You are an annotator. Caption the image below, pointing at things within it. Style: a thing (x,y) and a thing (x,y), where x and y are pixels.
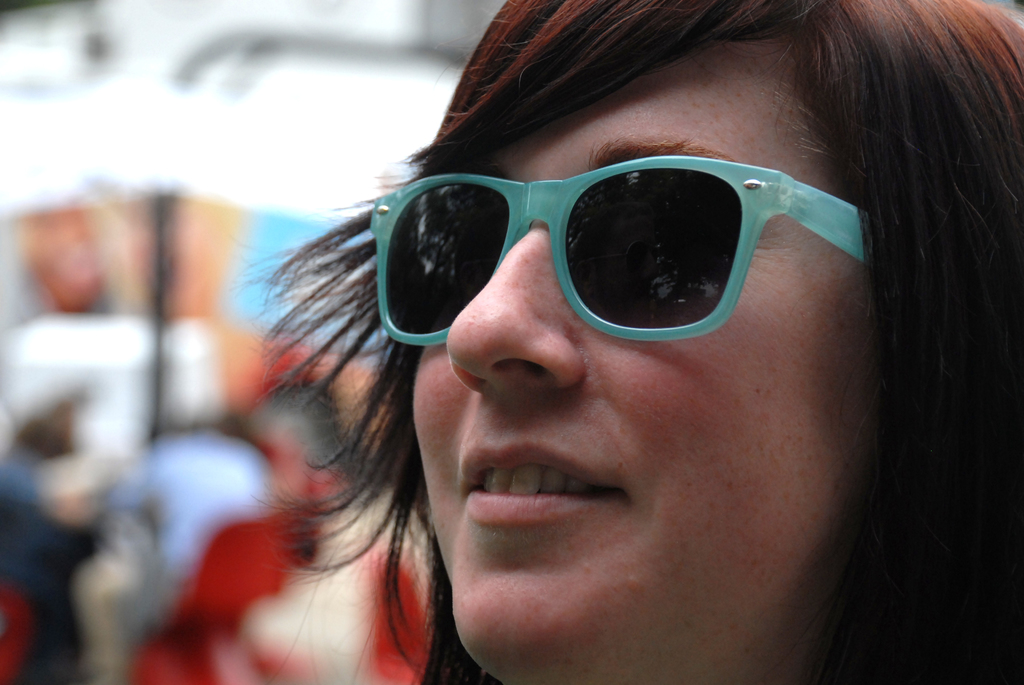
In this picture we can see a person (557,367) with the goggles (495,257) and behind the person (494,289) there is a blurred background (118,633).
